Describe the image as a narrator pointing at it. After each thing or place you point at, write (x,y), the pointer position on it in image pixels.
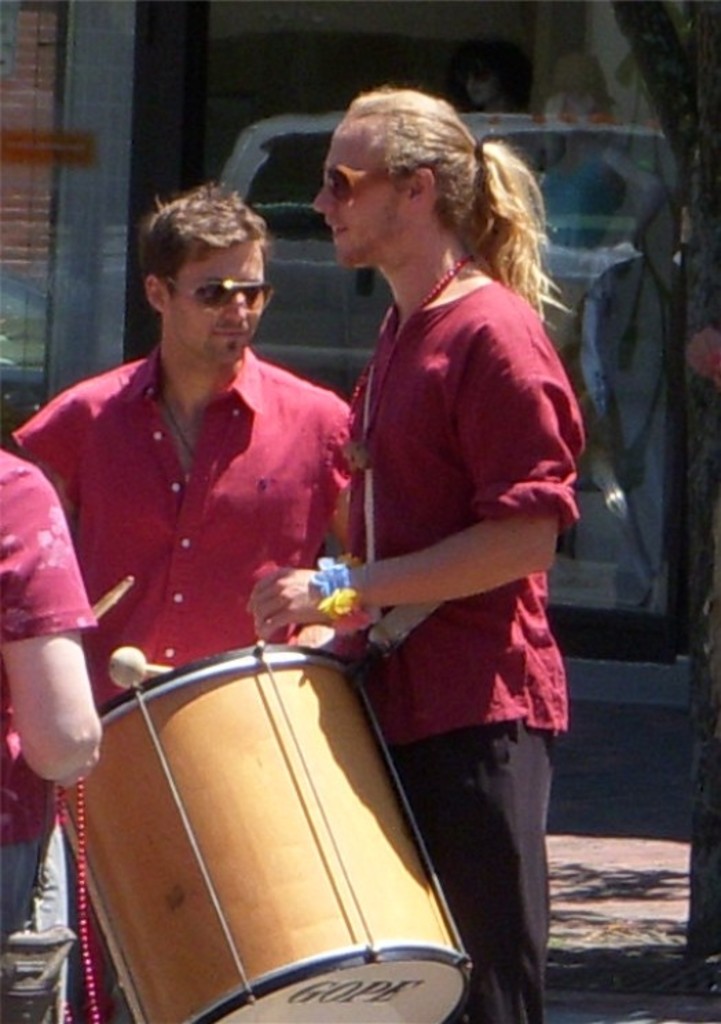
This is the picture of three people (36,644) among them one is holding the drum (152,801) and playing it.
